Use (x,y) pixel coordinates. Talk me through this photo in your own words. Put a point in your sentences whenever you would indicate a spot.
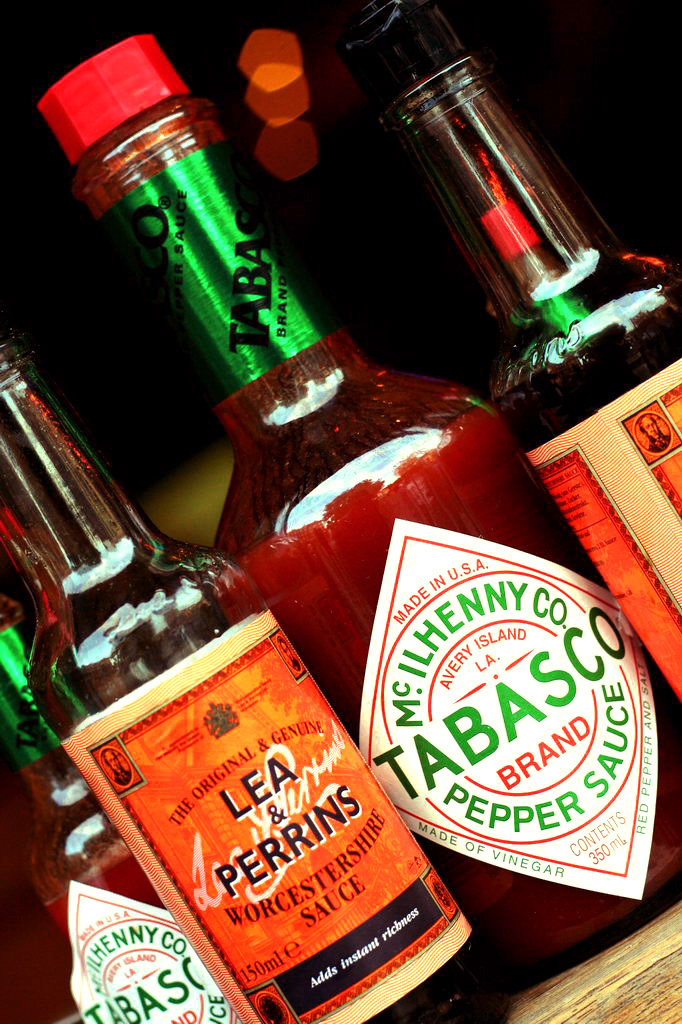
In the image there are four sauce bottles (342,660) which are placed on a table (570,1002).
